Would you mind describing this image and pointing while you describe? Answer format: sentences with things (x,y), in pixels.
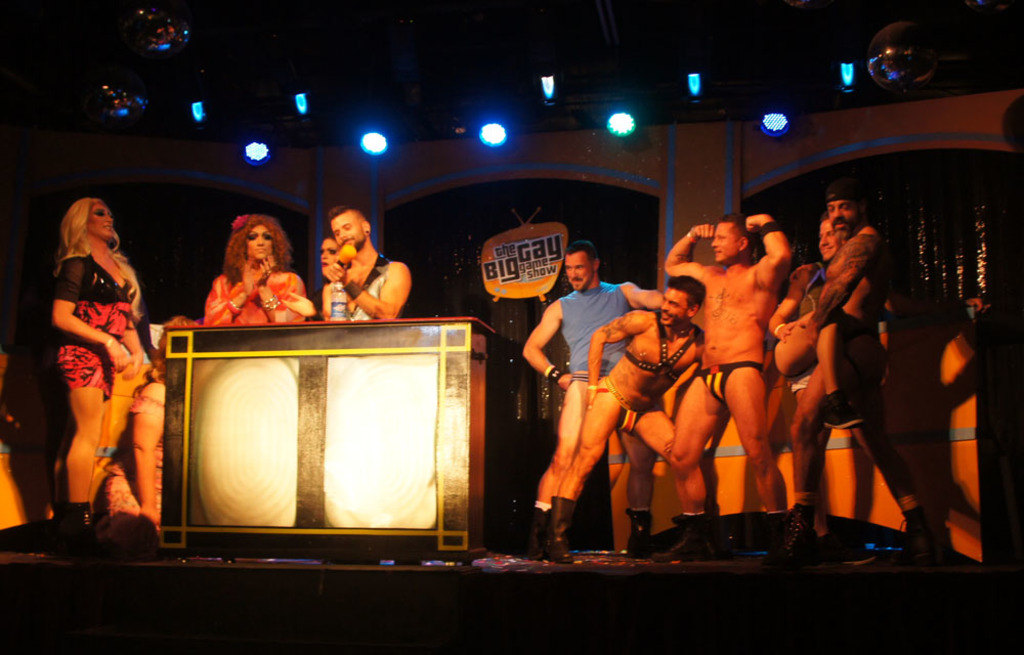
In this image there are few boys (794,323) standing on the stage (567,564) and showing their muscles (749,352). On the left side (106,368) there are few people (287,279) standing near the desk (338,340) by holding the mic (340,251). At the top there are lights (615,129). In the background (547,245) there is a poster (518,255).
